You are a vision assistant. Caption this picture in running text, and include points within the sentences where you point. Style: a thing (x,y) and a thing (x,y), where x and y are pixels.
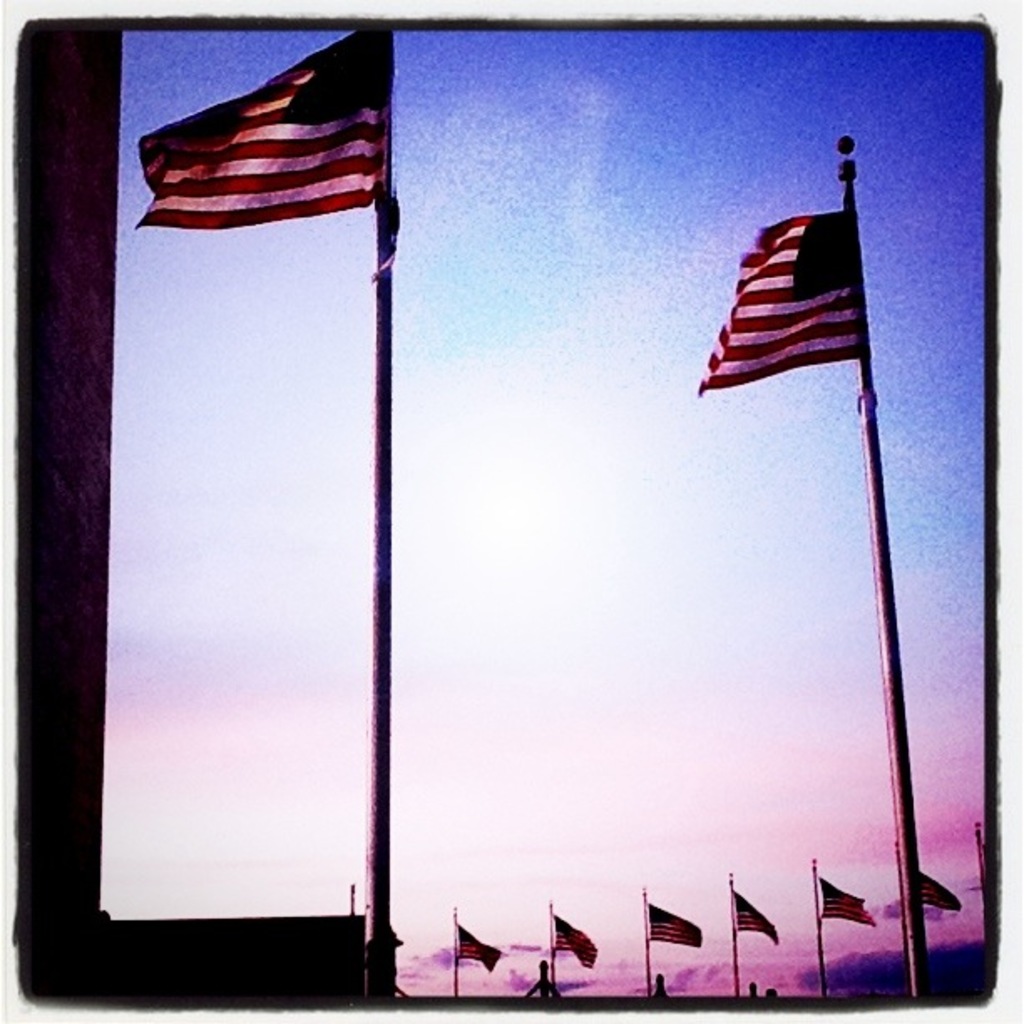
In this picture I can observe flags (778,267). In the background (522,476) there is sky (528,525).
